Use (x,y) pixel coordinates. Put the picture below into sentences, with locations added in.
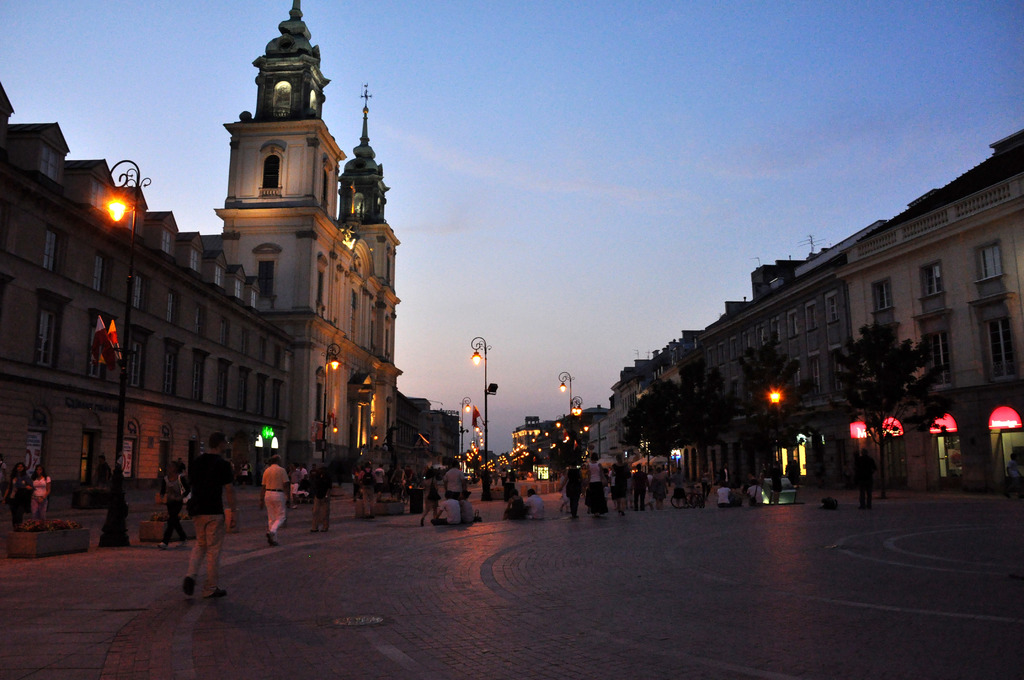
In this picture we can see a group of people (383,473) where some are walking and some are sitting on the road (612,514), poles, lights (477,453), flags (108,345), trees (712,416), buildings (175,370) with windows (942,352), some objects (50,541) and in the background (539,95) we can see the sky (848,86).
